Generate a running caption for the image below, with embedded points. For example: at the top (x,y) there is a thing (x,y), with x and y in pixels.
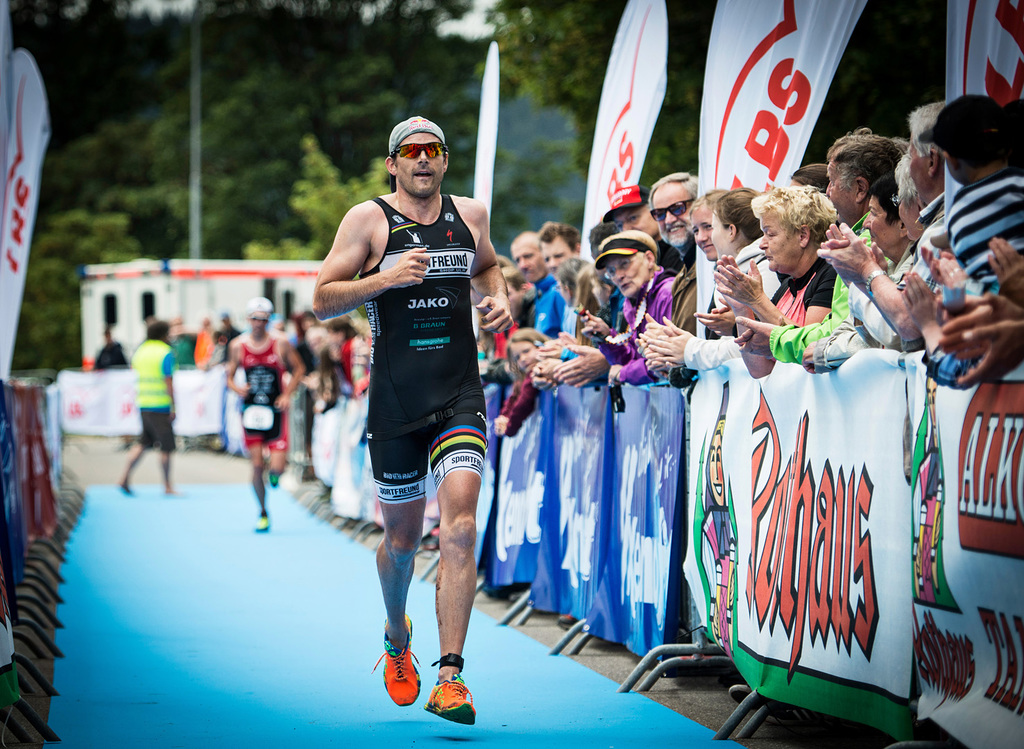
In this image in the center (419,312) there is a man (426,369) running. On the right side (720,270) there are persons (706,250) standing and there are banners (683,435) with some text (802,491) written on it. In the background (160,347) there are persons (169,355) and there is a man (263,395) running in red and black colour dress (253,405) and there is a vehicle (193,292) and there are trees (210,151). On the left side (17,465) there are banners (30,442) with some text (28,459) written on it.
